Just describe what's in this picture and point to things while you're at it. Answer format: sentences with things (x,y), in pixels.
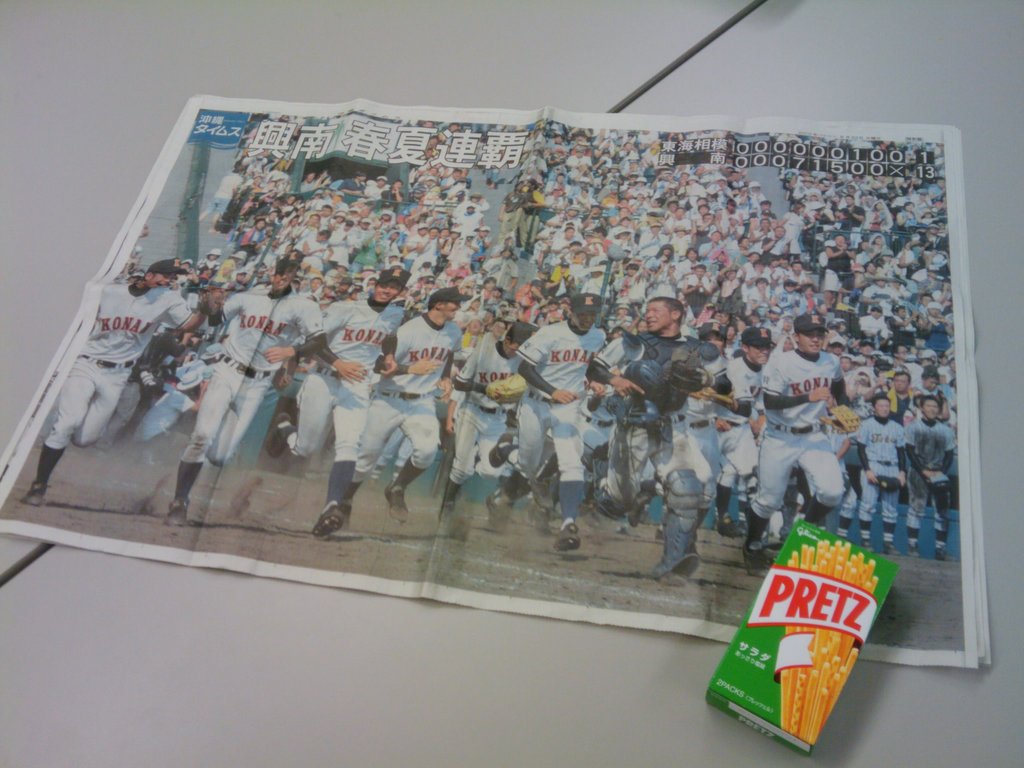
In this image we can see a paper (486,531) and a carton (776,665) placed on the table (351,688).
